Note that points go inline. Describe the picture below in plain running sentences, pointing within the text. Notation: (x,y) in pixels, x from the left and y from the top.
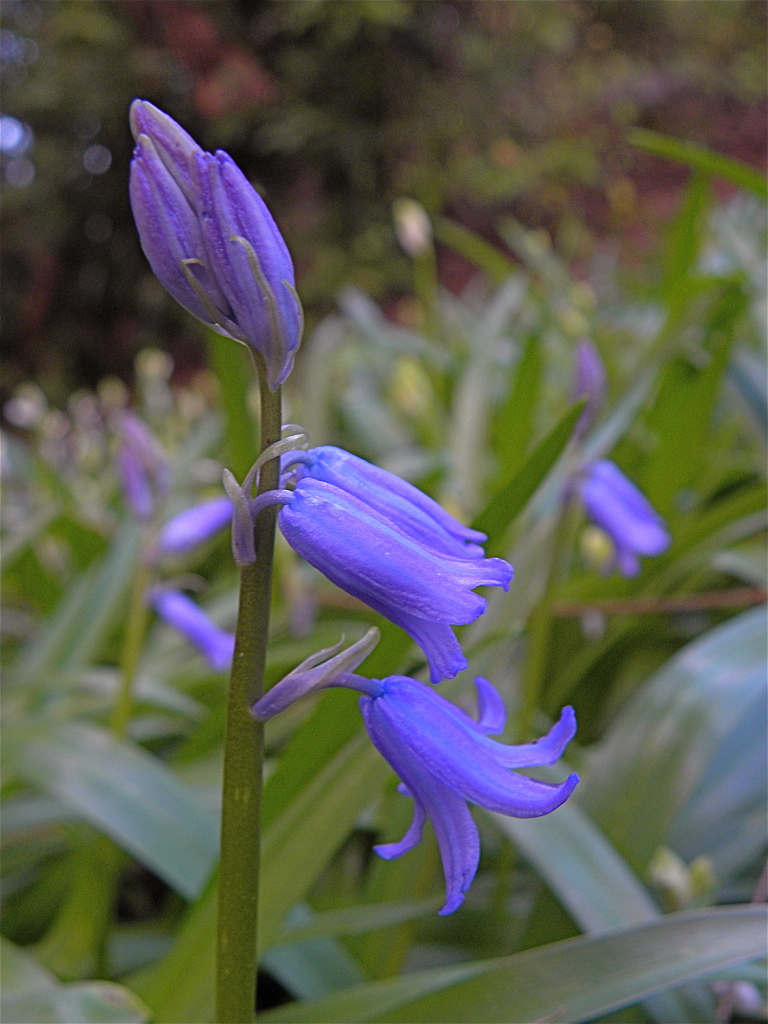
In this picture we can see the plants (537,345), leaves (469,245), flowers (214,203) are there.
